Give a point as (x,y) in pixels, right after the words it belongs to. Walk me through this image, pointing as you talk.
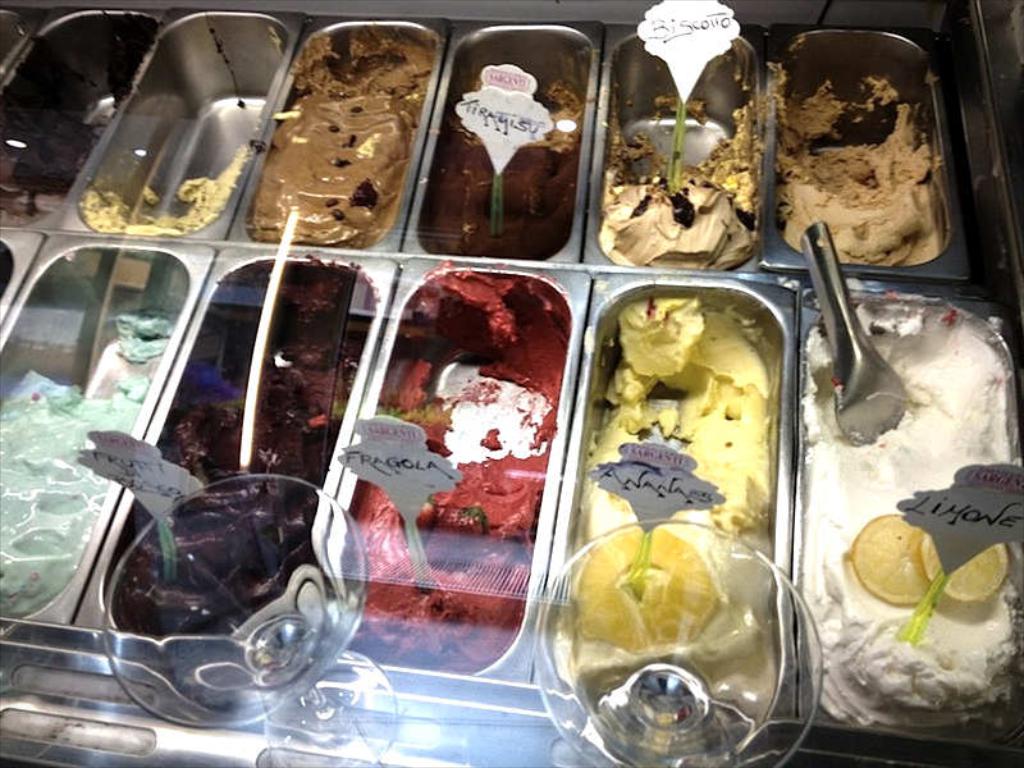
In this image I can see few Ice cream pastes (739,483) which are placed in the bowls (244,195). At the bottom of the image (381,715) I can see the glass (457,700).
